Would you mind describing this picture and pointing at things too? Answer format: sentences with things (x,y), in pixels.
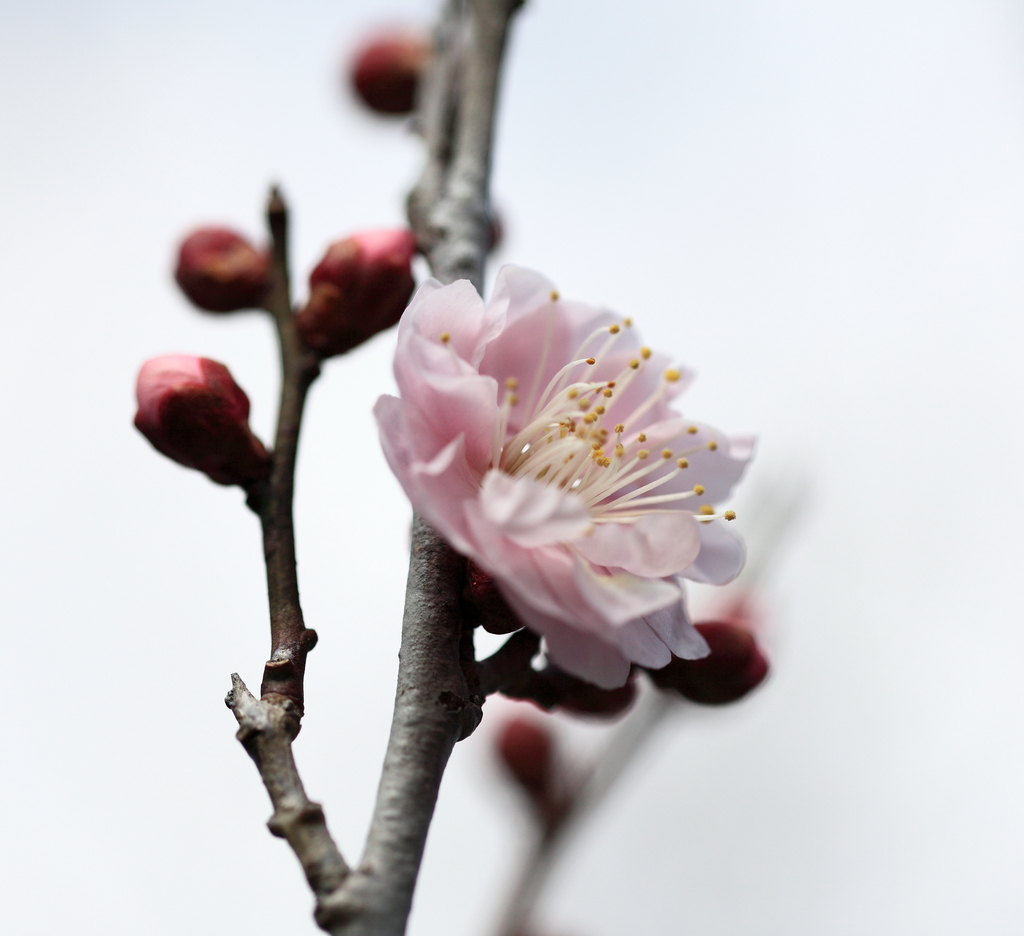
In this picture we can see a flower (660,584) and a few buds (192,417). Background (21,690) is white in color.
